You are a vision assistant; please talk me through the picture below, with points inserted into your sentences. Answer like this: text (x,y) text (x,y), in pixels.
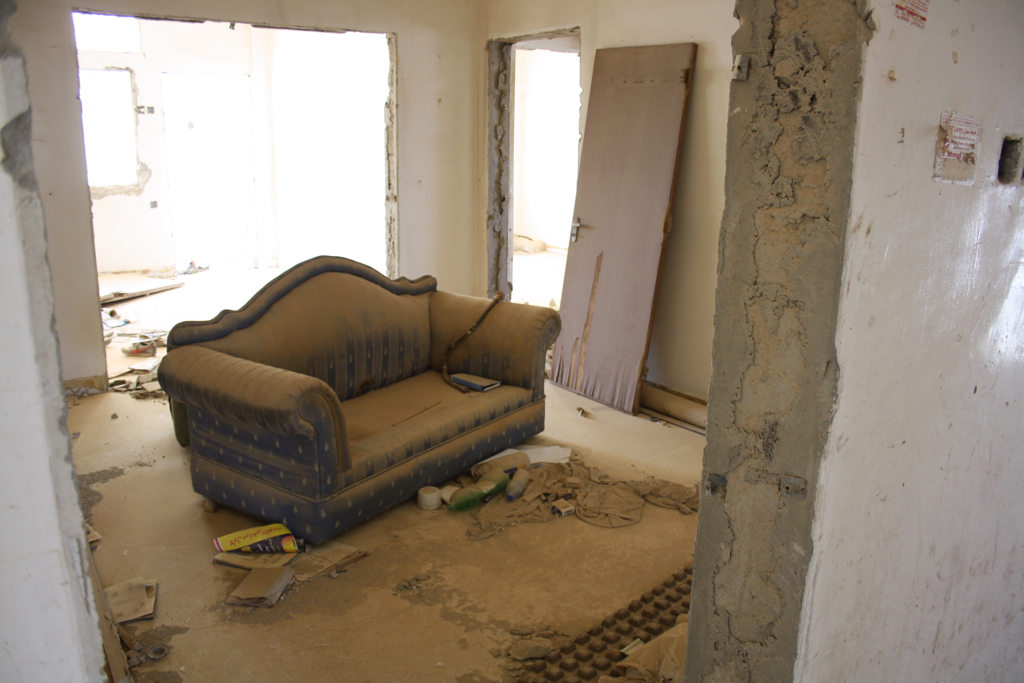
In this picture we can see a sofa (389,499) on the floor (428,552). There is a door (652,285) and this is the wall (449,171).
